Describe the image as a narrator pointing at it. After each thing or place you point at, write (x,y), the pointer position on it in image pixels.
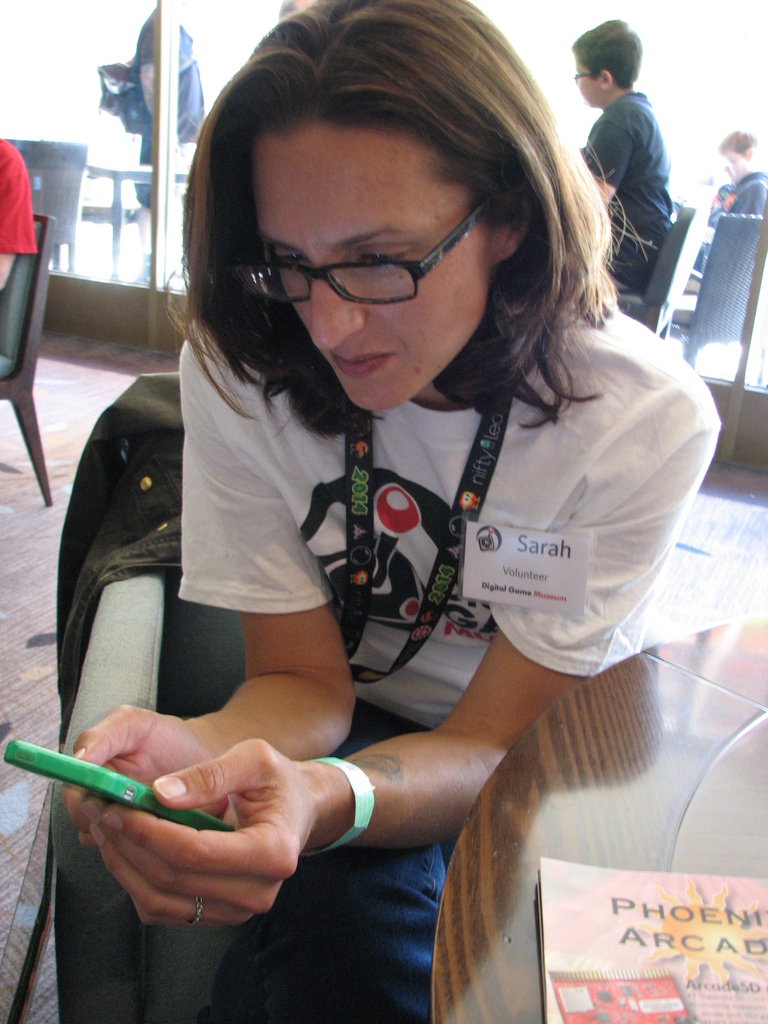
In this image, I can see a woman (394,587) sitting on a chair (194,699) and holding a mobile (100,770). At the bottom right side of the image (616,990), there is a book (678,941) on the table (693,766). In the background (190,39), I can see a person (187,42) standing and two persons (640,167) sitting on the chairs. On the left corner of the image (19,323), there is another person (20,222) sitting on a chair (20,413).
